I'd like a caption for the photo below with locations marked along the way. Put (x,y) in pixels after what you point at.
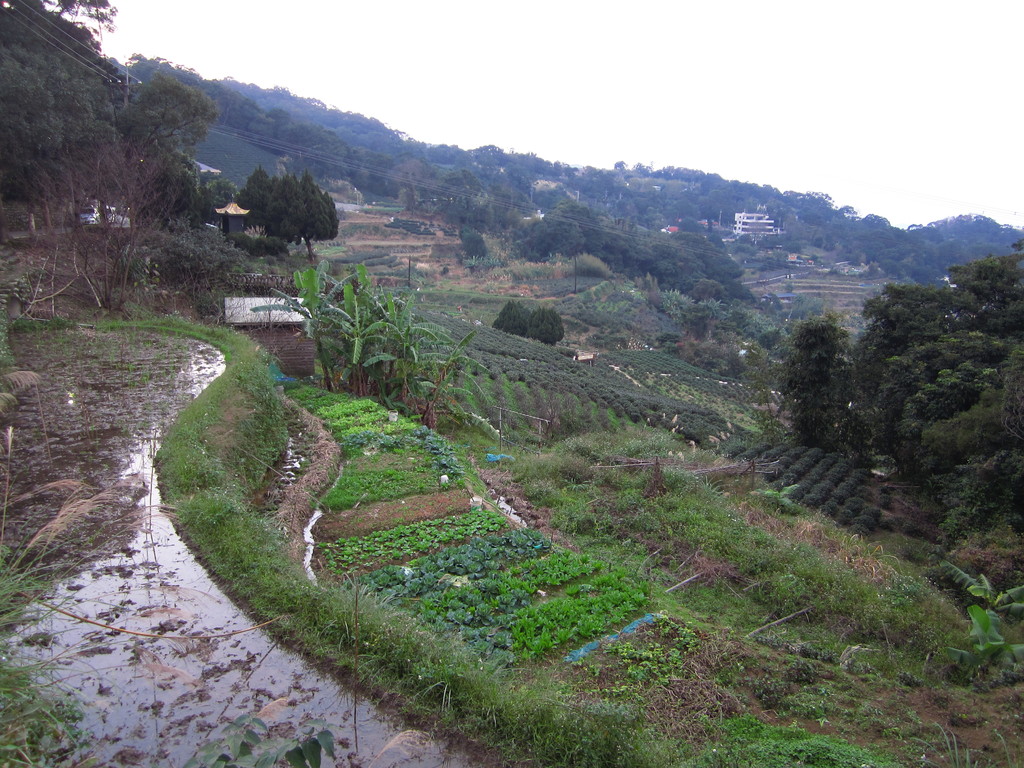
In this image we can see a group of plants (440,338), grass (388,625), water (170,578), a house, some wooden poles (698,576) and a group of trees (894,325). We can also see some buildings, an utility pole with wires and the sky (745,133) which looks cloudy.
